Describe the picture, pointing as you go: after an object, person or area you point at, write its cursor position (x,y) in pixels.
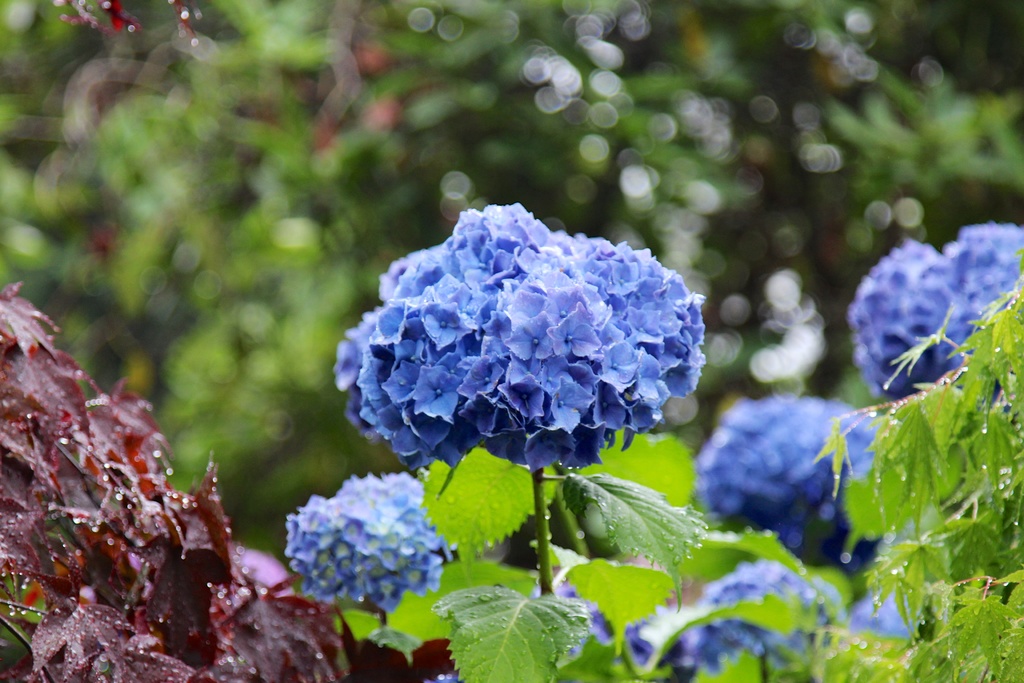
In this image we can see the plants (210,664) with flowers (535,295) and the background (794,255) is blurred.
